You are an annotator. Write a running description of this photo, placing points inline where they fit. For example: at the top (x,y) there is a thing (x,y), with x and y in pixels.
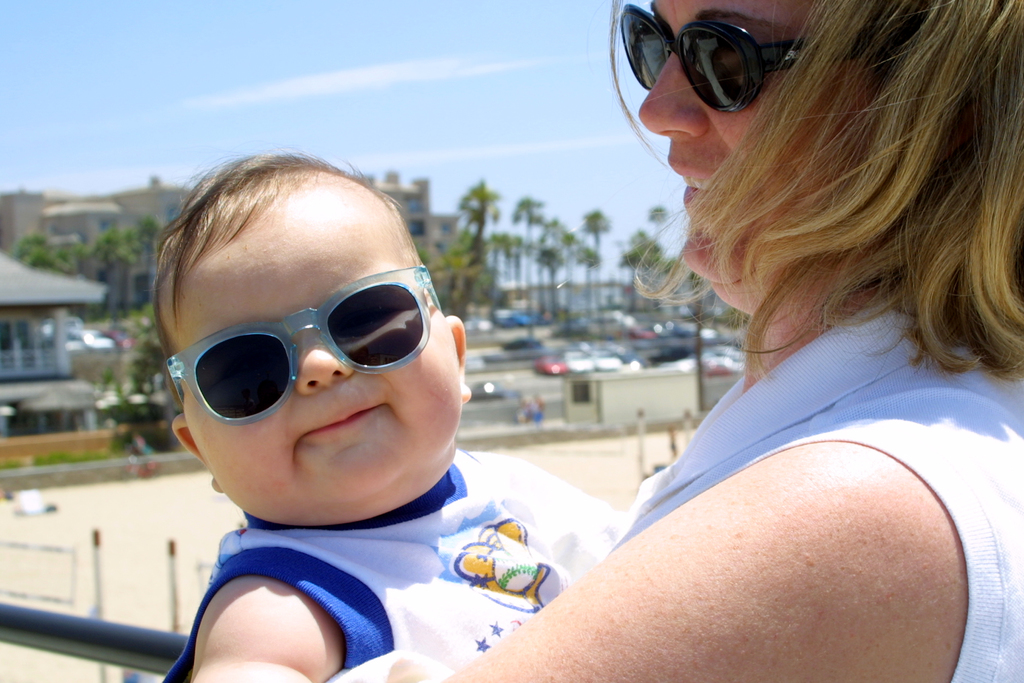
In this picture there is a woman (915,341) standing and holding the baby (479,631). At the back (495,240) there are buildings (48,363) and trees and there are vehicles (608,316) on the road (535,378). At the top (394,166) there is sky (394,166) and there are clouds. At the bottom (109,565) there is a road (541,376) and there is ground (181,542). In the foreground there is a railing (139,638).
